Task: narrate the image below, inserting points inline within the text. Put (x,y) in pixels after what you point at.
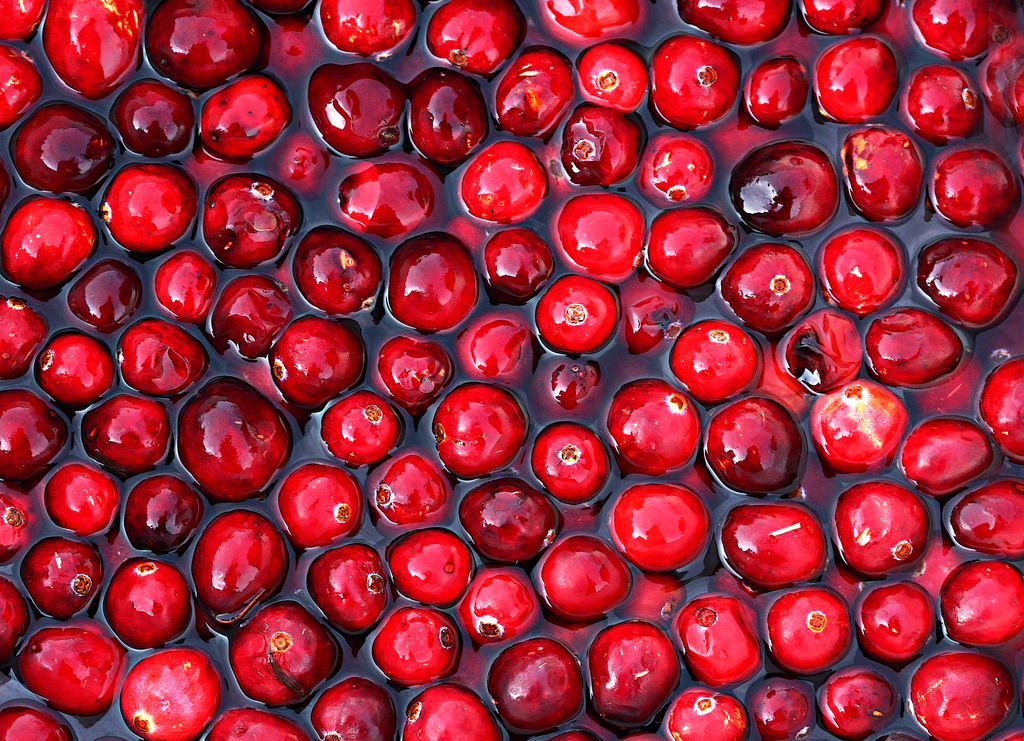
In this picture we can see fruits (741,449) in the water (707,291).
